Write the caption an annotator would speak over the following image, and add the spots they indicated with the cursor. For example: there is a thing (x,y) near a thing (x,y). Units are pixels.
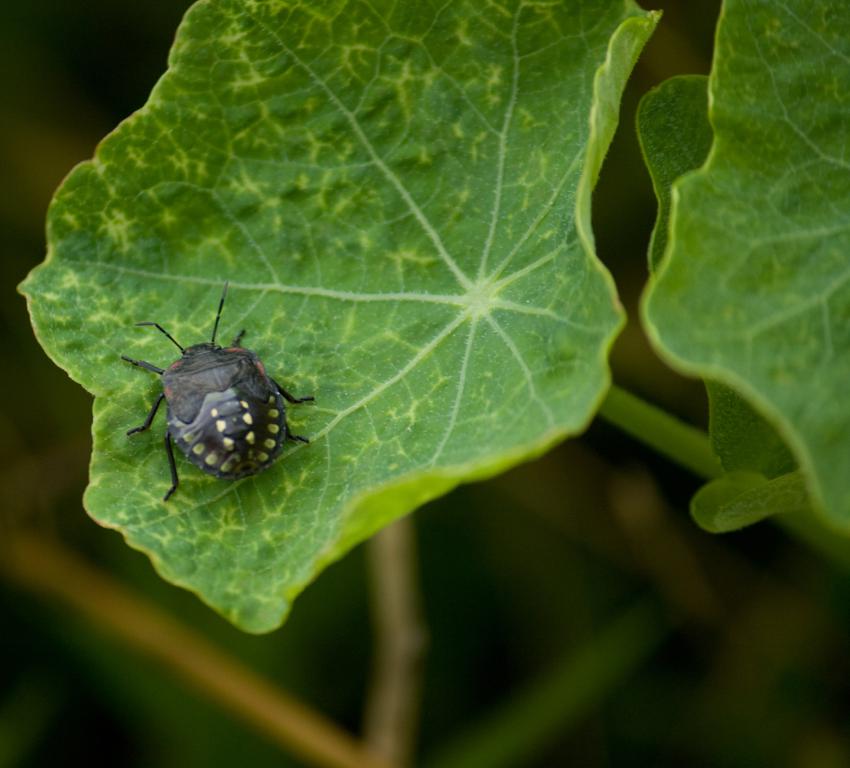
In this image we can see leaves (550,368). On the leaf (286,365) there is a bug (171,389). In the background (15,118) it is blur.
